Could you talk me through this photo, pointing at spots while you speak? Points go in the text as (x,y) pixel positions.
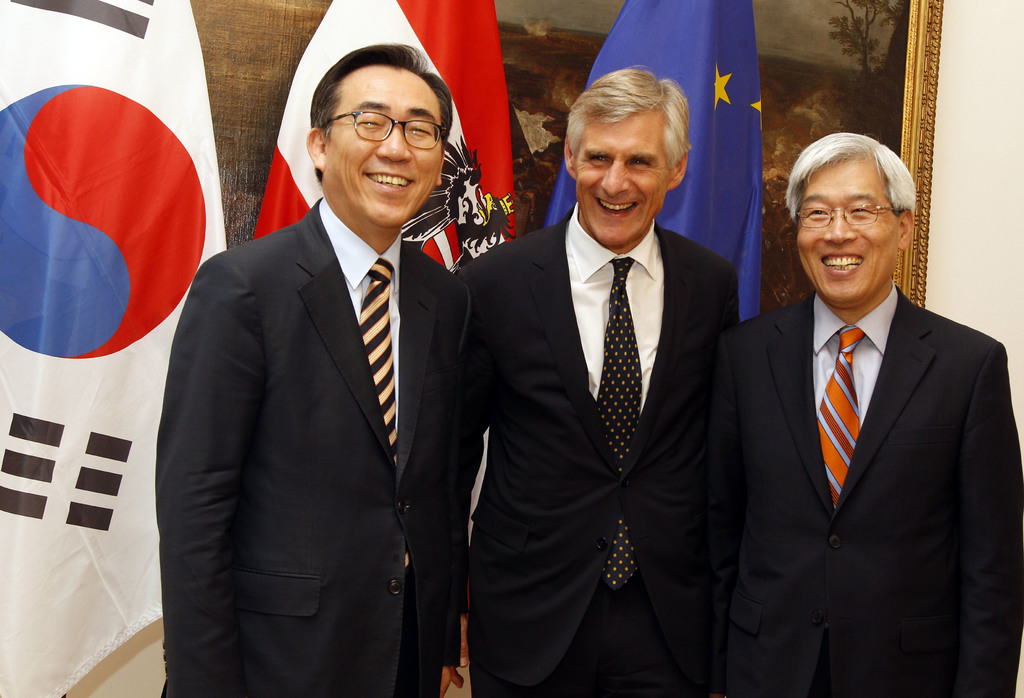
There are three persons (675,412) standing and smiling. Two are wearing specs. In the back (176,119) there are flags (479,85). Also there is a frame (923,108) with painting (779,46) on the wall (940,90).
